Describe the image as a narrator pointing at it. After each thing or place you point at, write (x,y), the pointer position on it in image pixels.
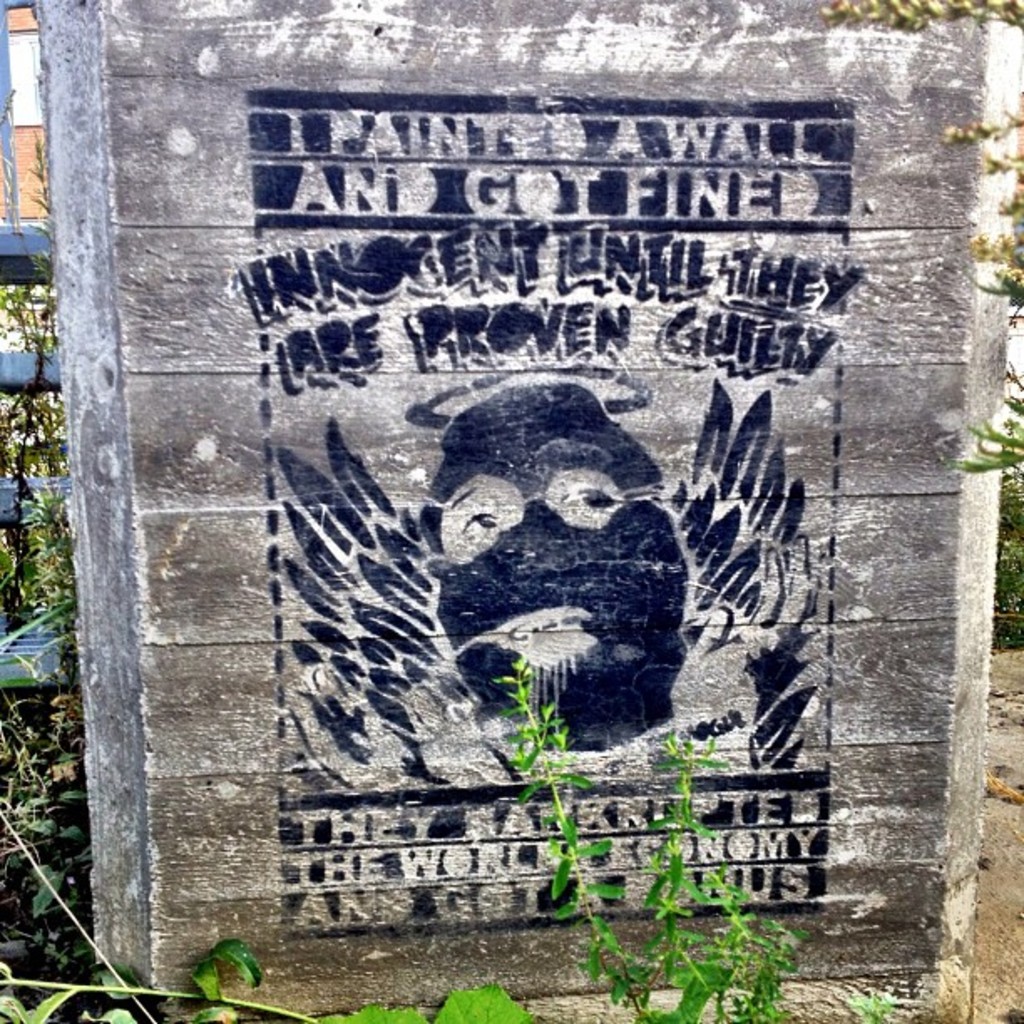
In the picture I can see the painting (550,638) on the wooden surface (192,155). Here I can see the plants (389,1021) and the fence (0,635) in the background (4,582).
